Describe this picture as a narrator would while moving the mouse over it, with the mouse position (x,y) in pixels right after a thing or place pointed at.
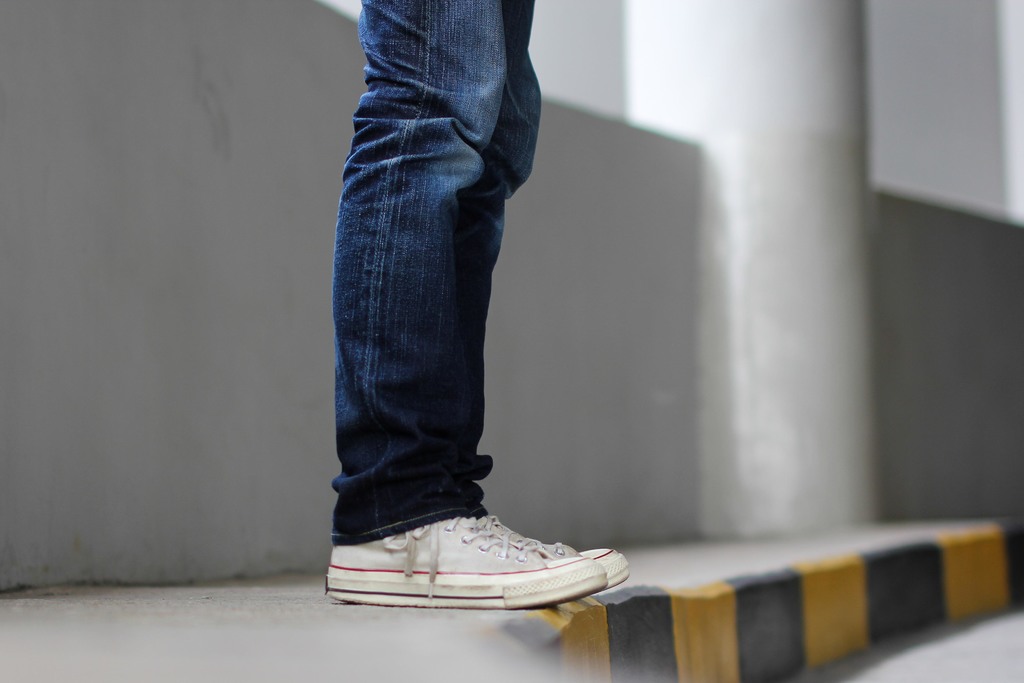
This image consists of a man (425,416) wearing jeans (419,476) and white shoes (439,568). At the bottom (913,652), there is road (930,657). To the left (319,609), there is a pavement (292,598) and wall (99,319).
